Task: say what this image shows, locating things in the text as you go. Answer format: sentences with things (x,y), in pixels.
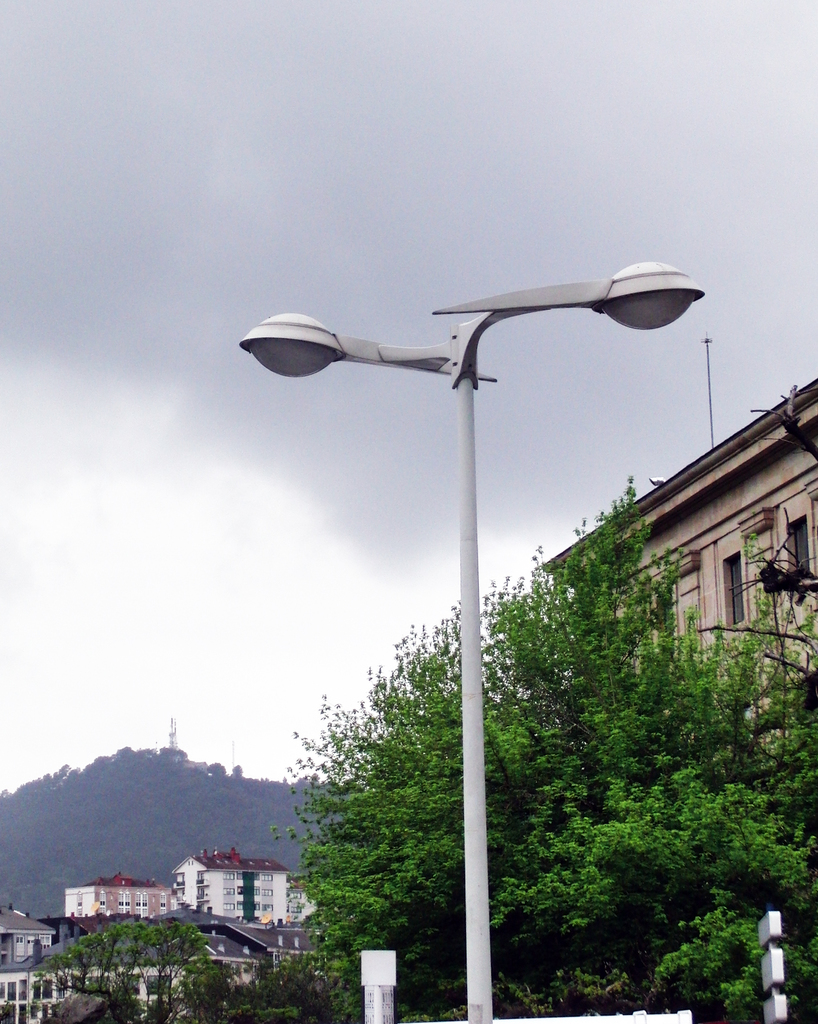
These are building (250,908) and trees (207,954), this is street light (285,335) and a sky (427,506).
